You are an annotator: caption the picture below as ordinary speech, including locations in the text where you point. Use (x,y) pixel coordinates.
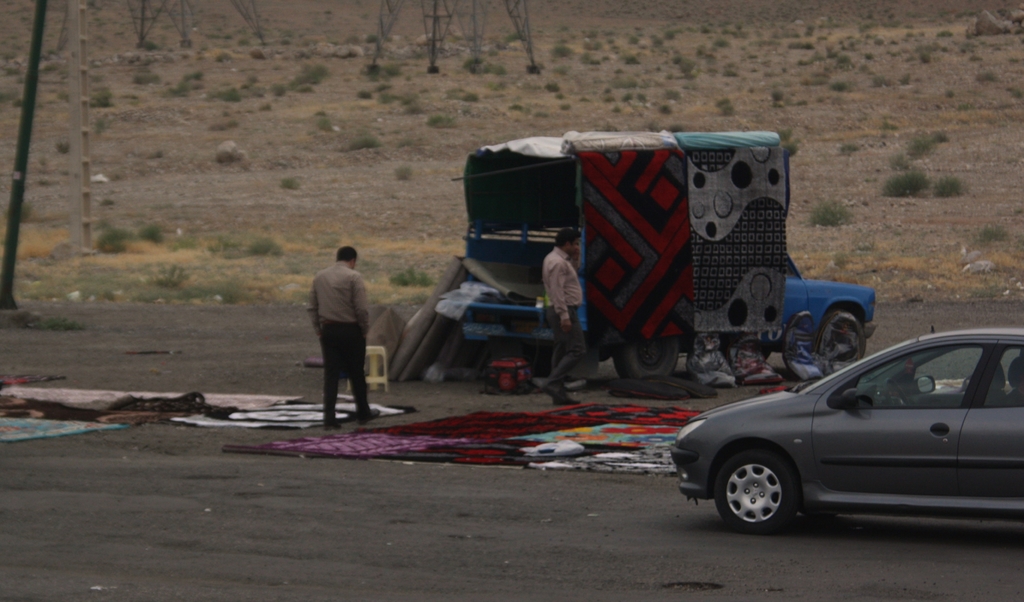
In this image we can see two men (340,364) walking on the ground (443,402). We can also see the vehicles (795,504), a stool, some bags (751,375) and some blankets (688,284) on a vehicle (507,300). On the left side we can see a ladder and a pole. On the backside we can see some shrubs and the metal poles (437,61).
